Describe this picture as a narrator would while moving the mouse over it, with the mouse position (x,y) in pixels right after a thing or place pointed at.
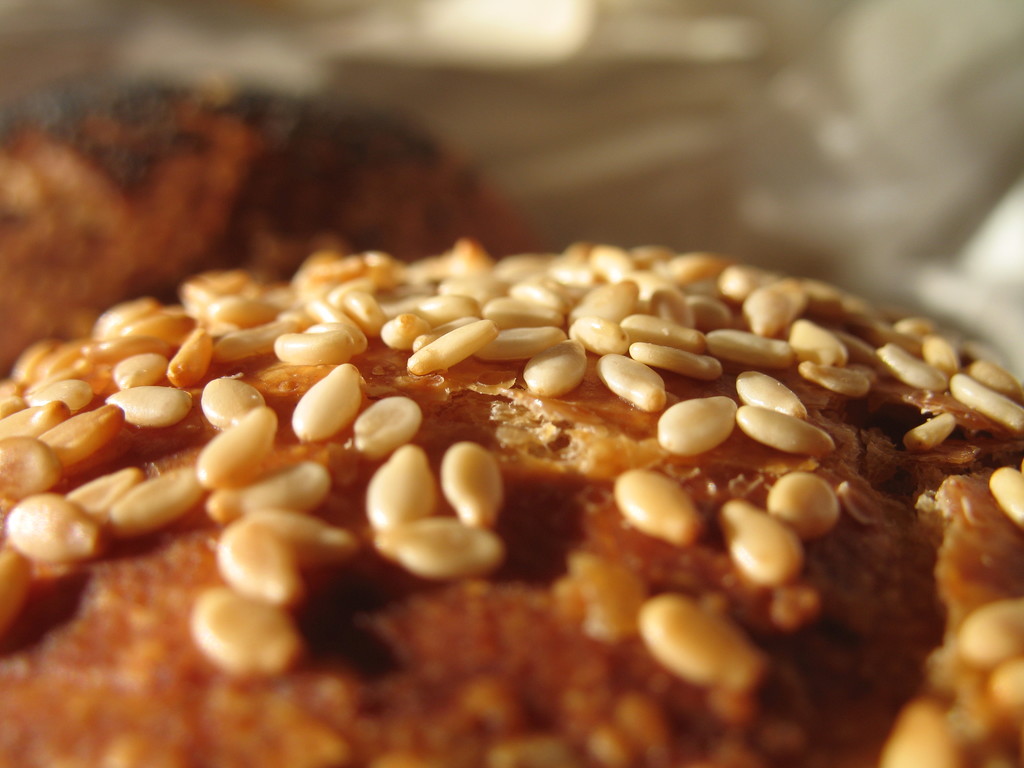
In this image there is a cup cake (153,550) in the middle (390,477). On the cake (336,508) there are so many seeds (242,343).
